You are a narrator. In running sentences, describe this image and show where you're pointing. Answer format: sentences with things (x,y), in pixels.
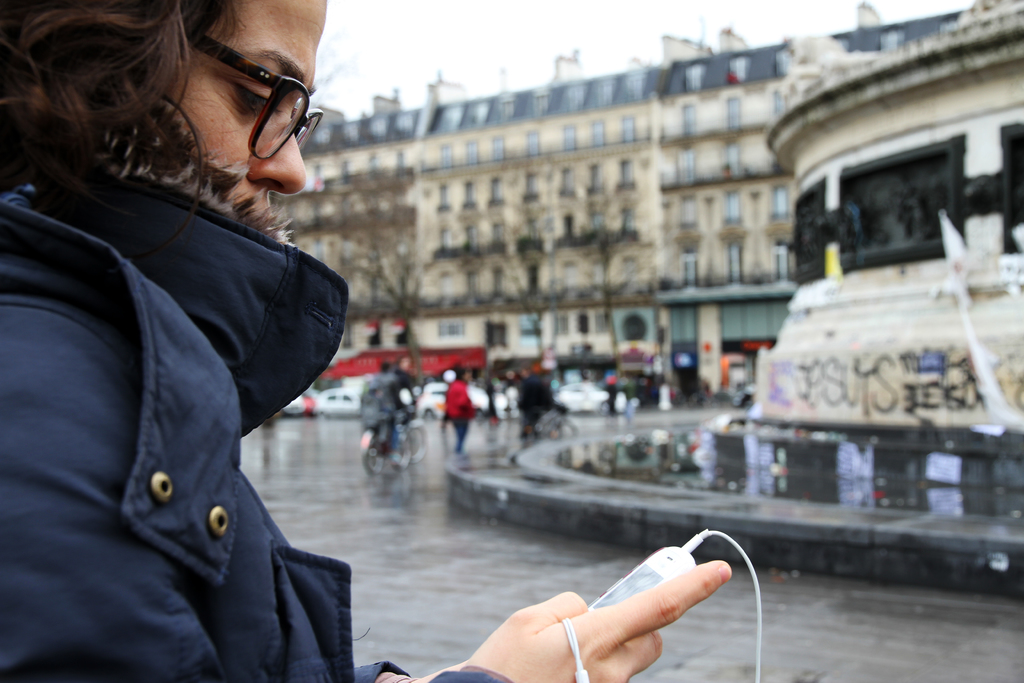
In this image we can see a person (239,155) holding a cell phone (684,562) and headset (757,640) attached to the cell phone (659,568) and in the background (394,405) there are a few vehicles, person (396,430) riding bicycle (383,434), trees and a building (575,303) and water (709,467).
